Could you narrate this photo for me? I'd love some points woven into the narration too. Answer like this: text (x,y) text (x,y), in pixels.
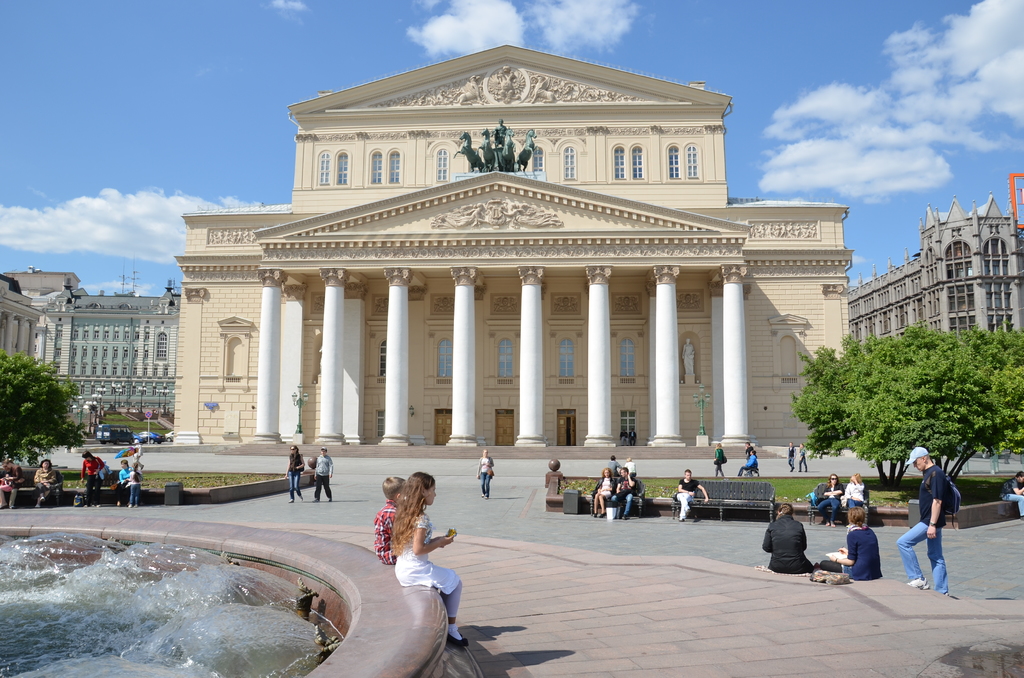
Here we can see few persons (864,569). There are pillars (659,365), sculptures (443,301), buildings (456,283), trees (78,442), benches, and vehicles (105,441). Here we can see water (204,606). In the background (208,142) we can see sky (923,56) with clouds (822,101).
